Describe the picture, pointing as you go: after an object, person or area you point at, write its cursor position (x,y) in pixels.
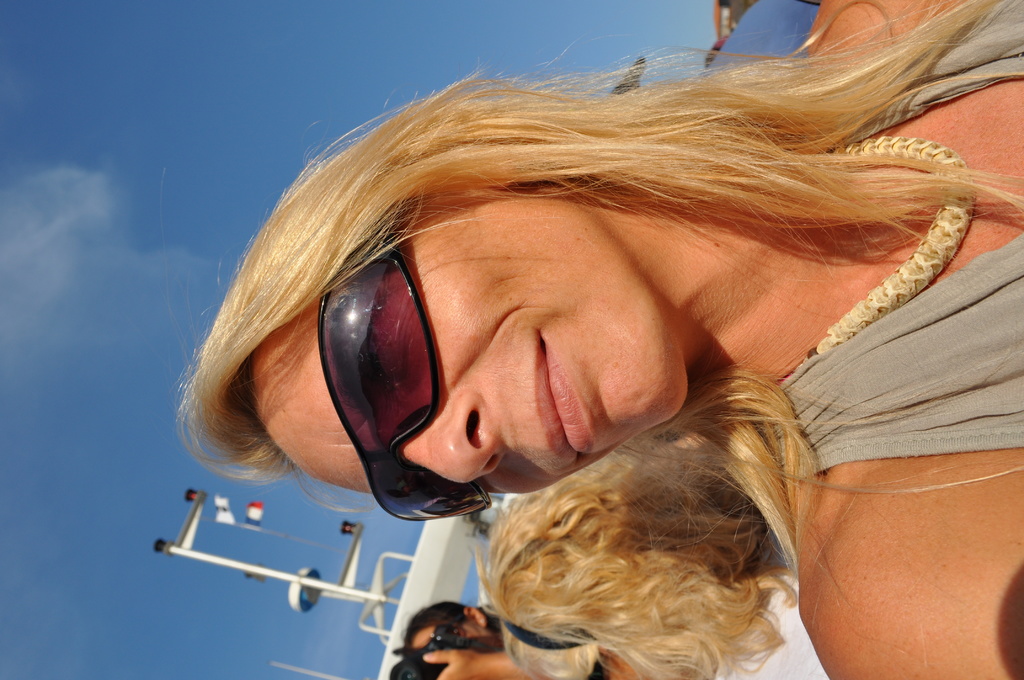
In this picture I can see a woman (790,428) in the middle (562,372), she is wearing goggles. At the bottom (617,543) I can see the two persons (543,593), on the left side (241,537) there are flags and metal rods (339,582) and also I can see the sky (93,341) in the background (65,362).
